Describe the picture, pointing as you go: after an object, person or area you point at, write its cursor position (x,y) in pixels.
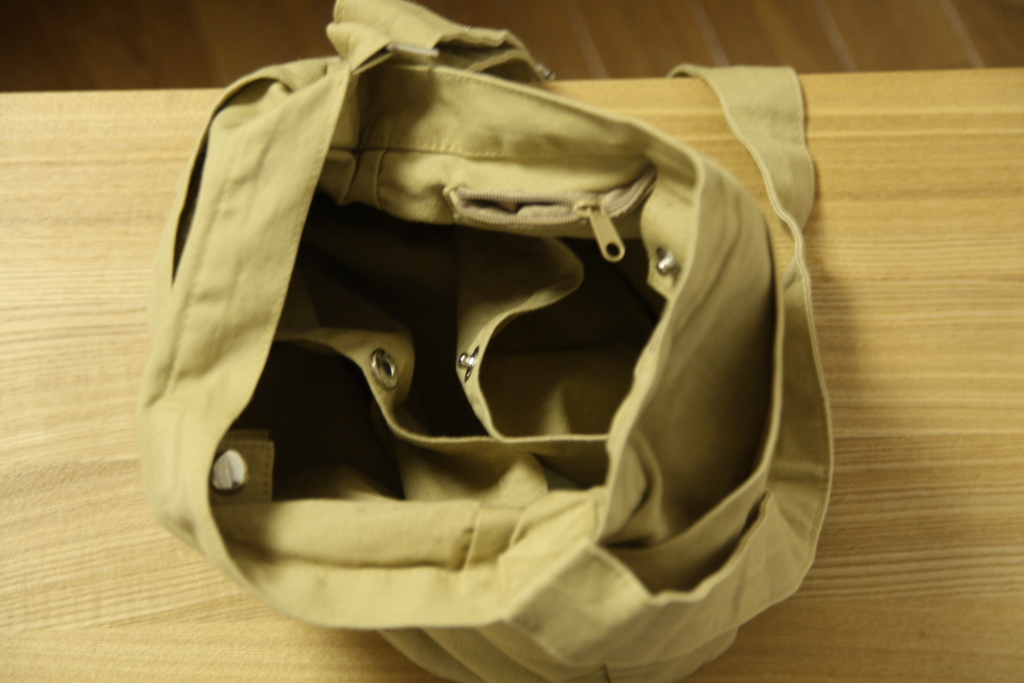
In this image, There is a table (928,425) which is in yellow color on that table (187,624) there is a bag (309,370) kept which is in yellow color, In the background (726,16) there is a floor (589,49) which is in brown color.
